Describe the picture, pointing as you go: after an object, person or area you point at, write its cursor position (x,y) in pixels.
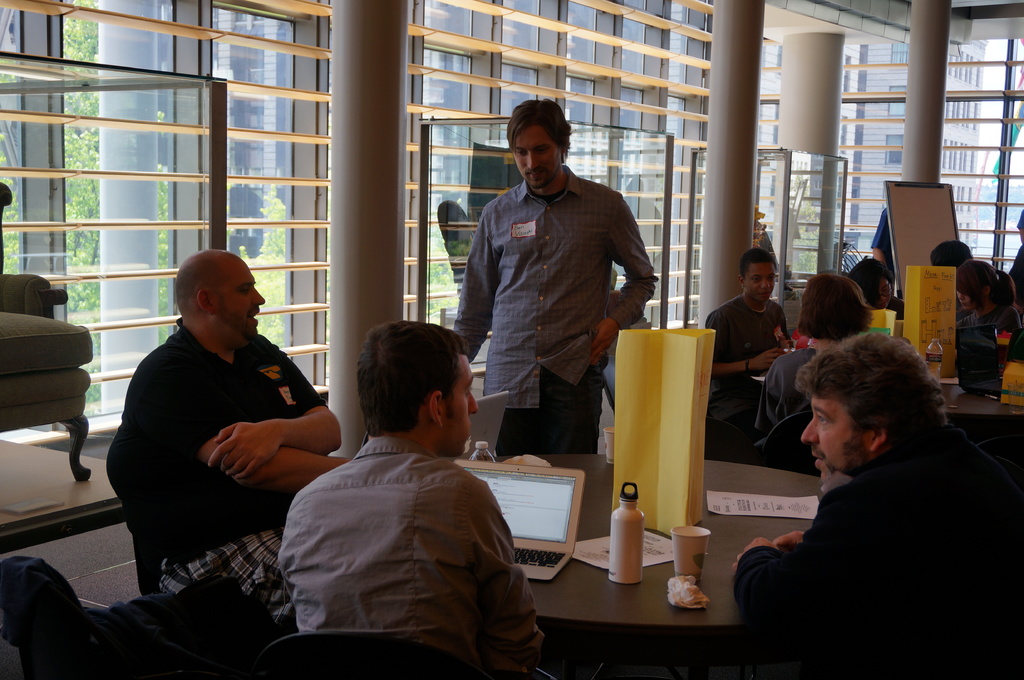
Most of the persons (316,506) are sitting on chair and this person (543,284) is standing. On this table (588,534) there are laptops (535,500), bottles (632,553), cup (690,553), papers (762,515) and chart (664,459). These are poles (912,109). Far there is a whiteboard (928,216). We can able to see building (891,143) with windows (900,157) from this window (893,129). We can able to see tree (74,194) from this window (76,114).
